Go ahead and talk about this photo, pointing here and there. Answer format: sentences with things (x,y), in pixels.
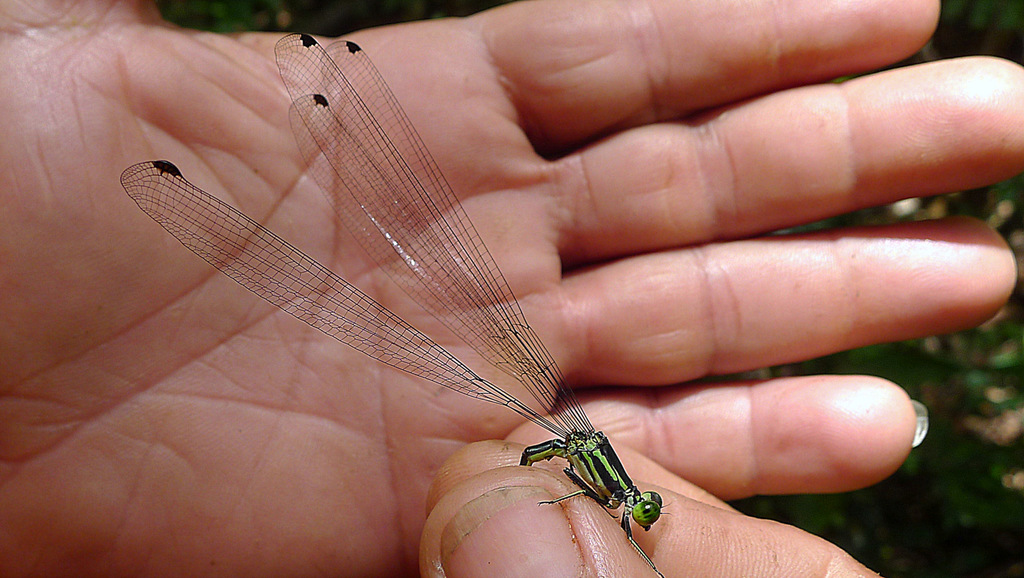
In this picture we can see small damselfly (508,373) in the person (460,294) palm (30,276).
